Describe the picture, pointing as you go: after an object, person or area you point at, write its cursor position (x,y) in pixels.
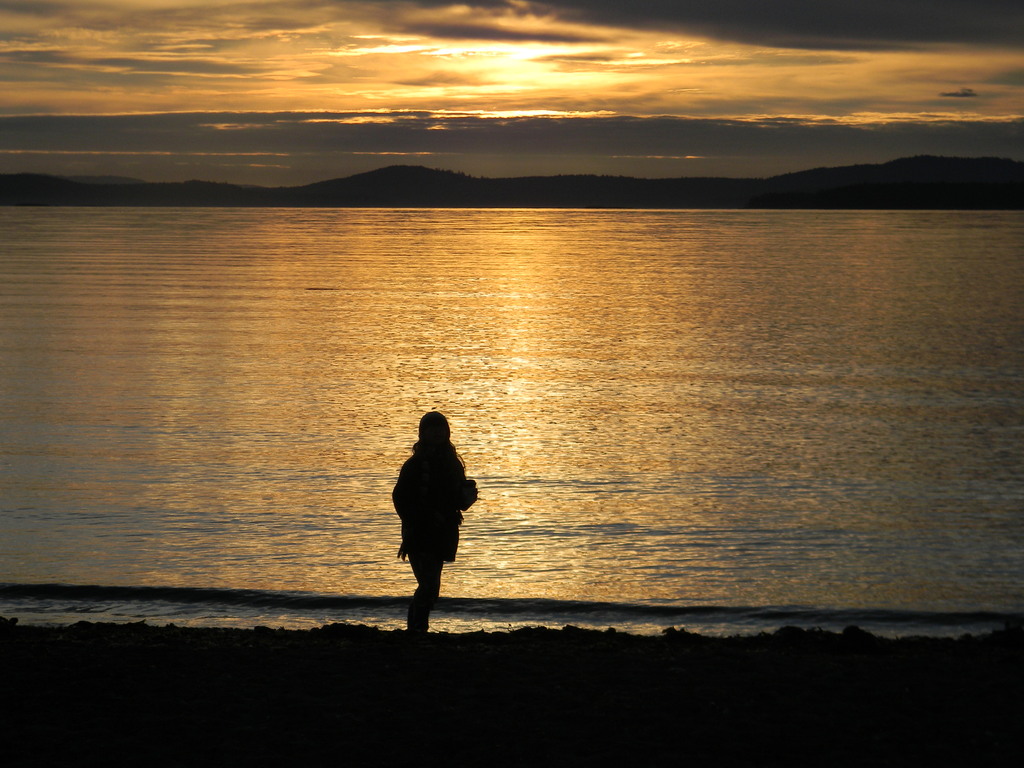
In this picture we can see a person (423,547) is standing, and behind the person (432,488) it looks like a lake (343,293). Behind the lake (288,222) there are hills (437,187) and the cloudy sky (485,86).
